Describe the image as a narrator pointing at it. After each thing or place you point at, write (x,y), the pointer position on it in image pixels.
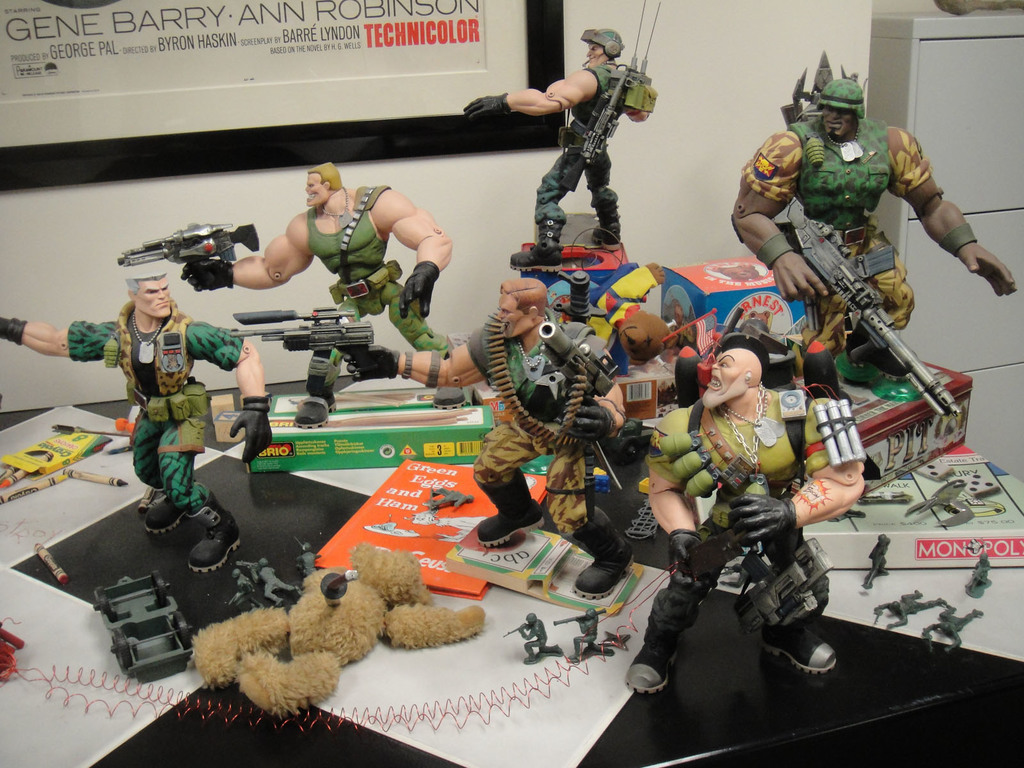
There are toys (597,395) of men (445,344) holding the weapons (557,334), at the bottom (355,563) there is a teddy bear (328,659) on the table (183,735).
